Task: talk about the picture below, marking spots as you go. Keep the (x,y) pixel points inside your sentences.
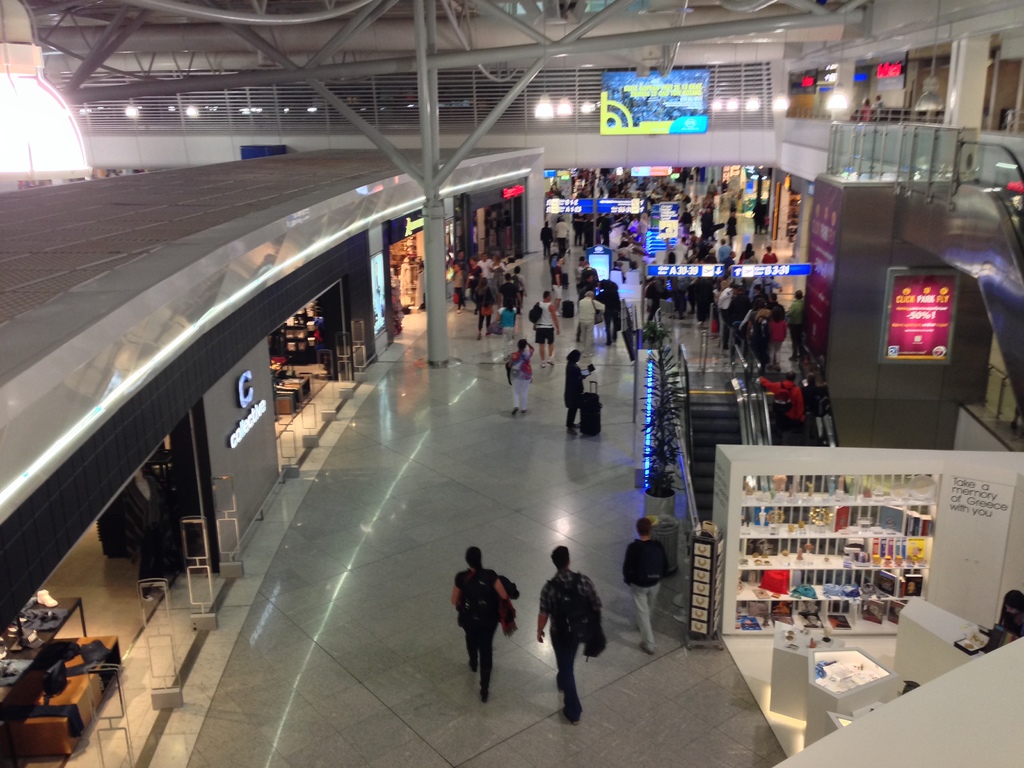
In this image, there are a few people (507,282). We can see the ground (452,557) with some objects (658,537). We can see some escalators (752,367). We can also see some stores (382,246) and a table (88,645) with some objects (37,634) on the left (36,668). We can see some shelves (818,568) with objects (850,583). We can see a few display screens (919,301) and a plant (653,387). We can see some lights (646,462). We can also see some objects (864,76) on the right (883,115).
